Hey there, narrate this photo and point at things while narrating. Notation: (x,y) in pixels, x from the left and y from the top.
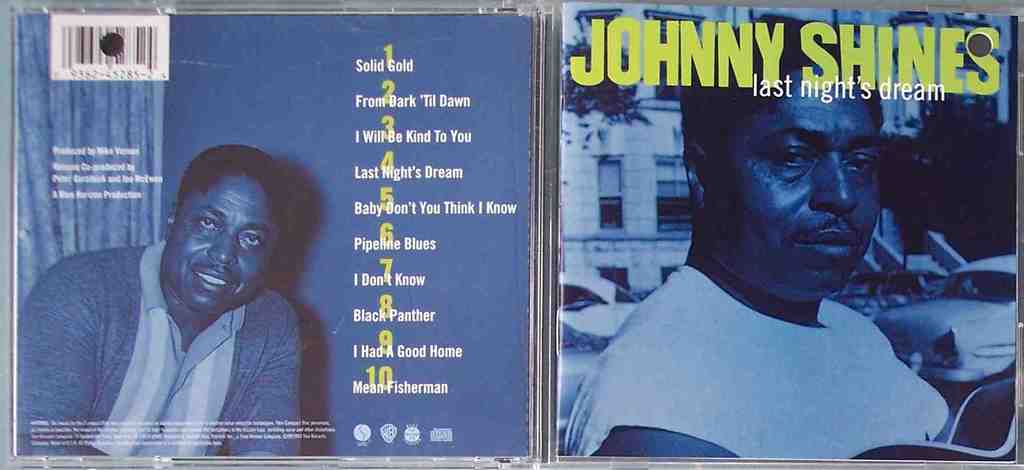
In this image I can see cover pages (894,314) of a CD case (901,382). There are images (907,393) of 2 people (706,281) and some matter (431,436) is written.
